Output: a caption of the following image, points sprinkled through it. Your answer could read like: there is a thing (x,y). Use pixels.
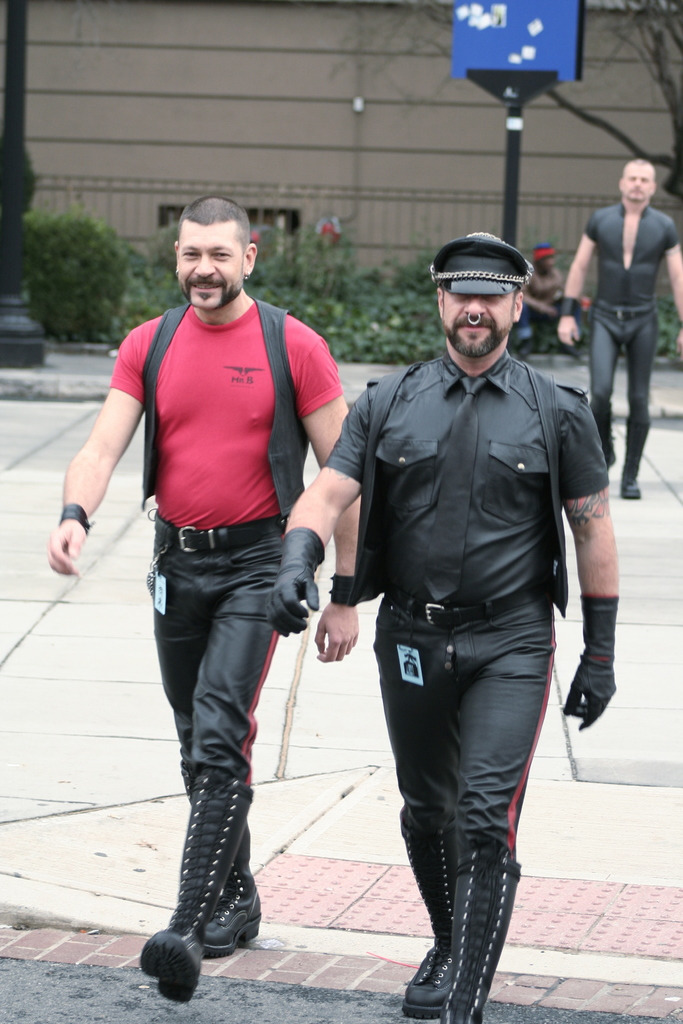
In this image there are two peoples (292,564) walking on the path (20,416), behind them there is another person (594,322). In the background (405,316) there is a pole (8,285), trees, plants (136,264), another pole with a board (530,37) on it and a wall (199,154).
